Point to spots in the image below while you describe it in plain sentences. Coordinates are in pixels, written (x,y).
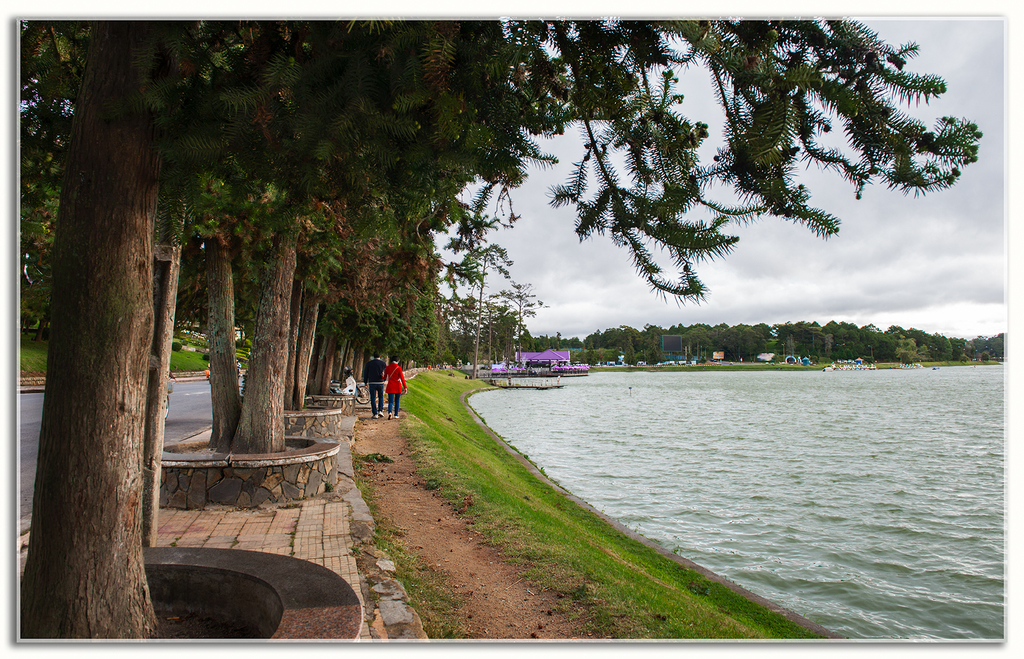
In this image, there are a few people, trees (774,342), plants (827,355), poles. We can see some water (817,588) and the ground (207,398). We can also see some houses (557,371) and grass (189,365). We can also see the sky (780,257) with clouds (848,205).
